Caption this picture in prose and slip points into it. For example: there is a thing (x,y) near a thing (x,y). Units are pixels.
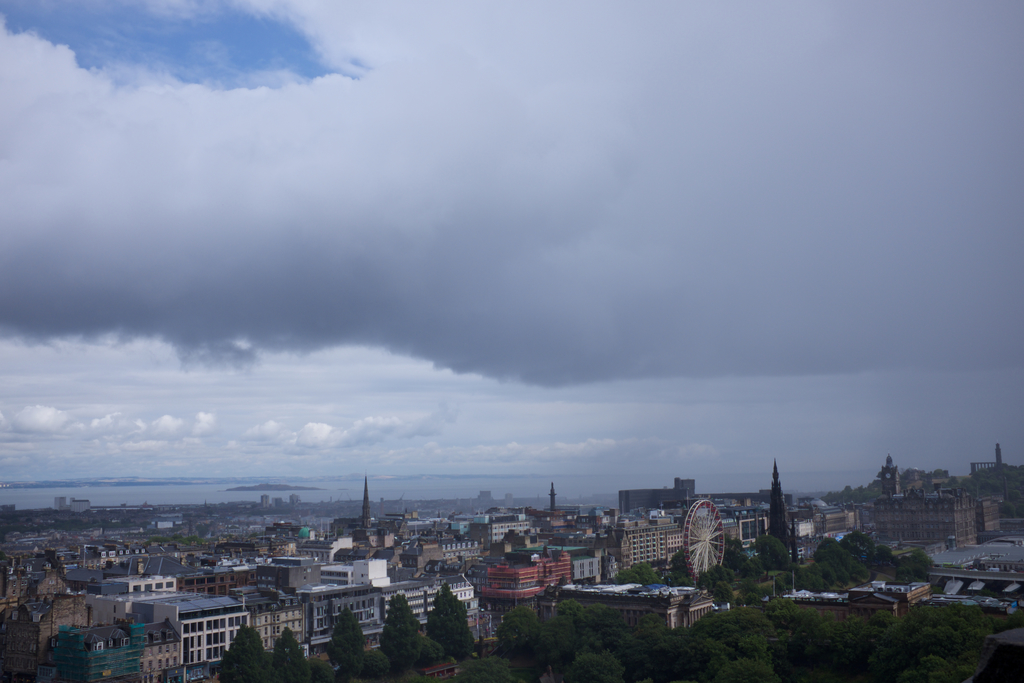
In this image I can see number of trees (933,646), number of buildings (317,533), clouds (313,440) and sky (90,20).
